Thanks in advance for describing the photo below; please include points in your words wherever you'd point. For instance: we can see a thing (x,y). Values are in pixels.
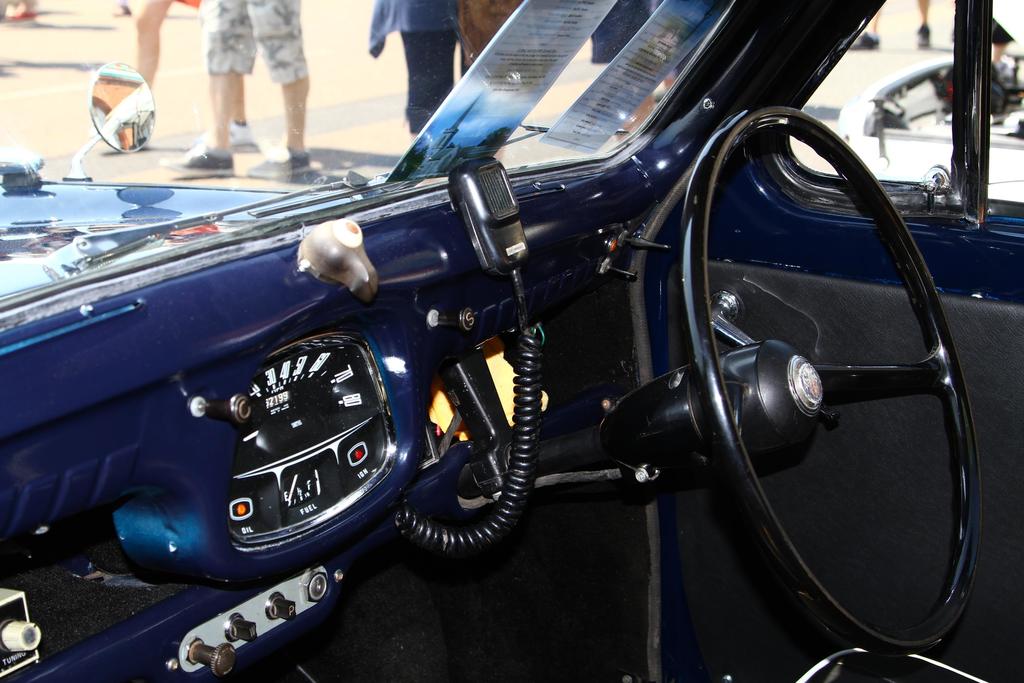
In the image we can see an internal structure (229,390) of the vehicle (587,194). This is a steering (710,418) and these are the windows (917,114) of the vehicle (964,112). Out of the window (294,88) we can see there are people (296,36) standing, they are wearing clothes (424,11) and shoes (215,155), this is a road (46,52).
